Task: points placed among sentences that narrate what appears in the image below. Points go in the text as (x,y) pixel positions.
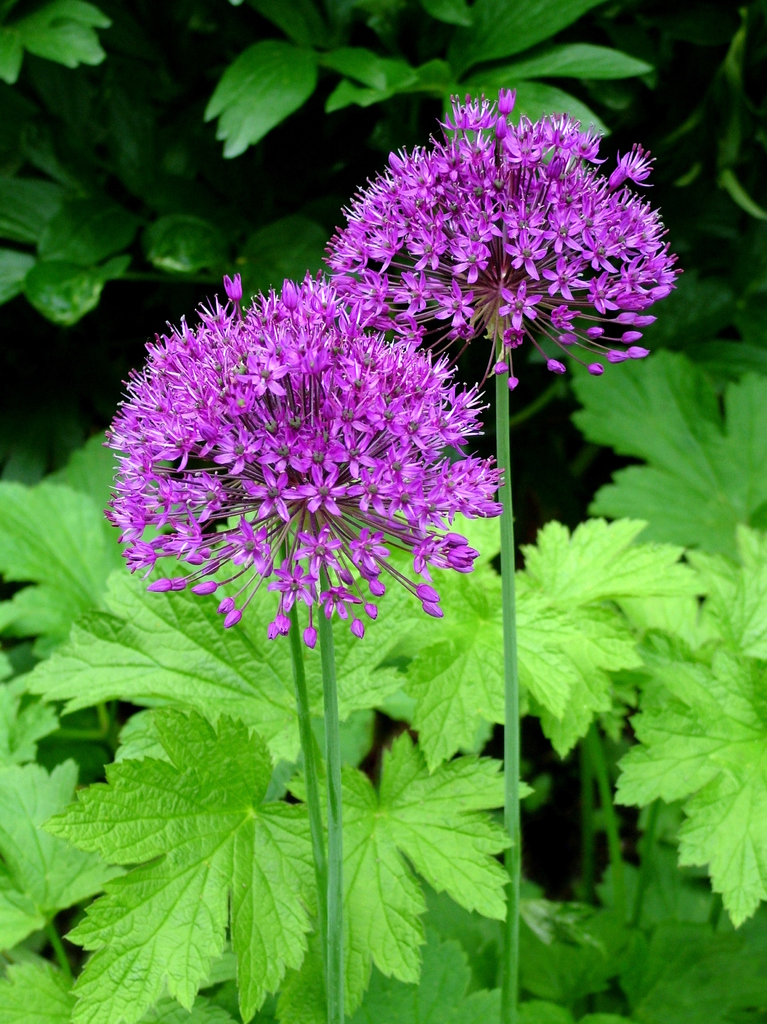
In this picture we can see purple color flowers (437,372) here, in the background (637,58) there are some leaves (312,232).
